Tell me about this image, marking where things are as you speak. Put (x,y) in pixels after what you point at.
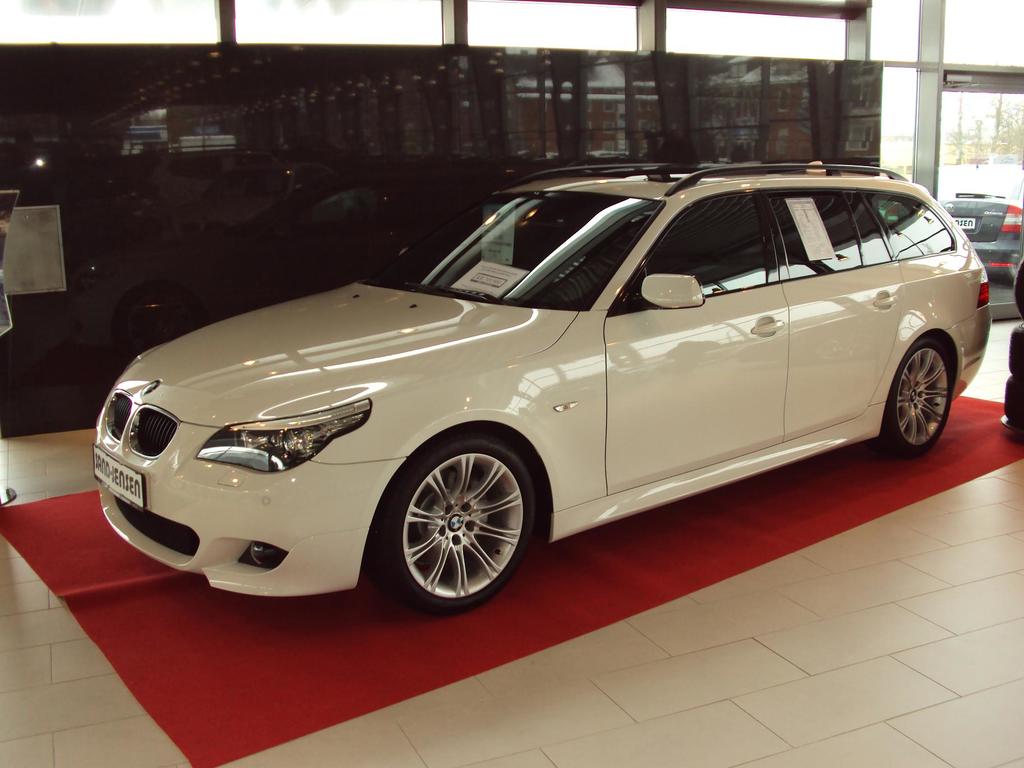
In this picture we can see cars (945,299), mat (523,579) on the floor (517,734) and glass (296,186), on the glass (620,114) we can see reflection (297,166) of vehicles (387,199), In the background of the image (954,152) we can see trees (945,140) and sky (943,135).
